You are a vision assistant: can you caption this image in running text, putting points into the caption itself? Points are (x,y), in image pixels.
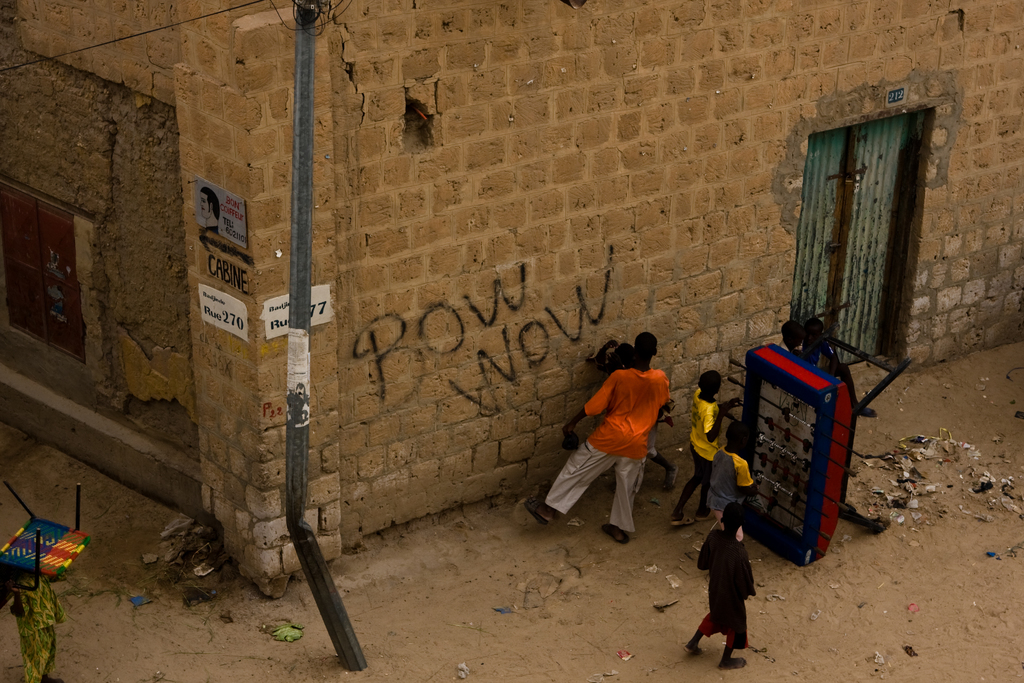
In this image, in the middle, we can see a group of people (641,426). On the right side (776,531), we can also see a metal instrument (822,418) and a door (882,253) which is closed. On the left side (14,549), we can see a chair (71,546) and a electric pole (338,602), electric wires (294,8). In the background (234,118), we can see a brick wall (443,230) and few posters (229,232) which are attached to a wall (427,320) and some text (531,368) is written on the wall (560,388). At the bottom (798,567), we can see a land (996,421) with some stones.
